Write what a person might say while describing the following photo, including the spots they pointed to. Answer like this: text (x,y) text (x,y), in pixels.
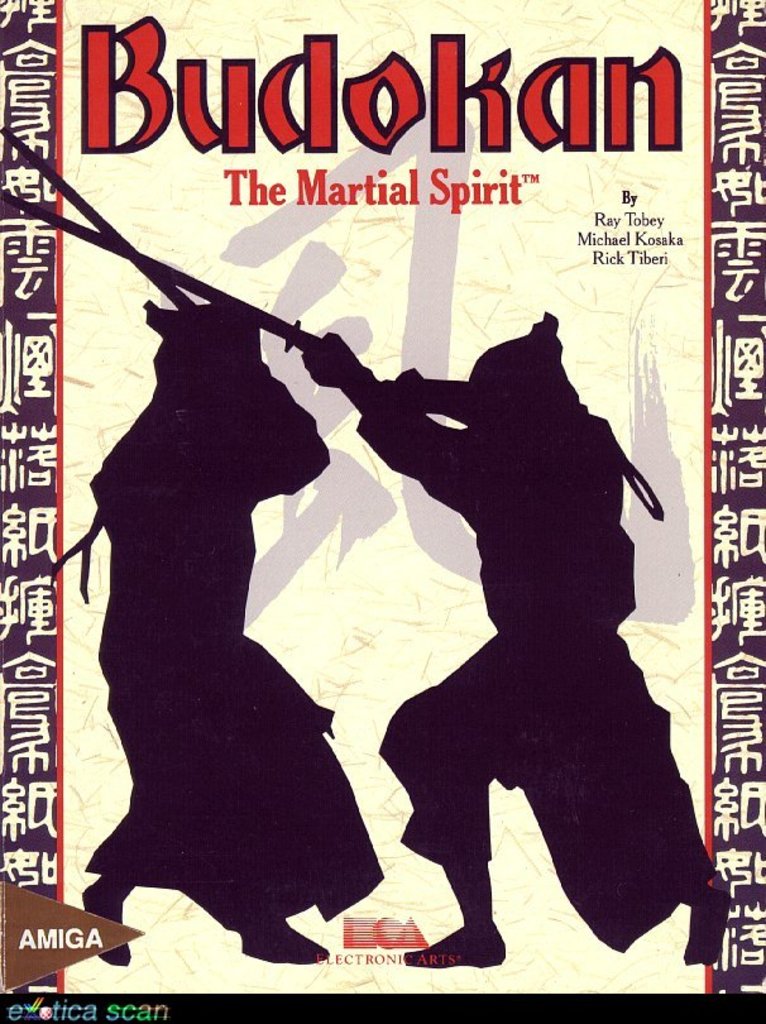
In this image there is a poster (373,578), on that poster (389,537) there is some text (548,99) and pictures (548,341).
